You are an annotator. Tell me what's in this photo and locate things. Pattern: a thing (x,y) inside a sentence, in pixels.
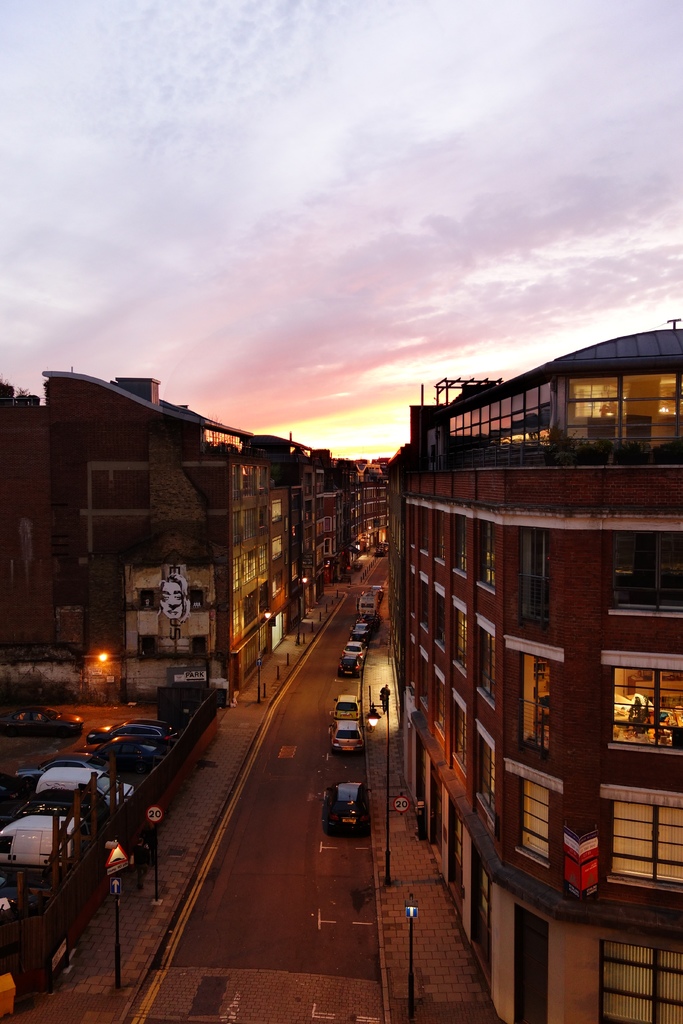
In the center of the image (372,615) we can see group of vehicles (367,631) parked on the road (320,837). To the left side (98,896), we can see a fence (98,896), poles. In the background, we can see a group of buildings (472,594) with windows (537,440) and the cloudy sky (440,263).
